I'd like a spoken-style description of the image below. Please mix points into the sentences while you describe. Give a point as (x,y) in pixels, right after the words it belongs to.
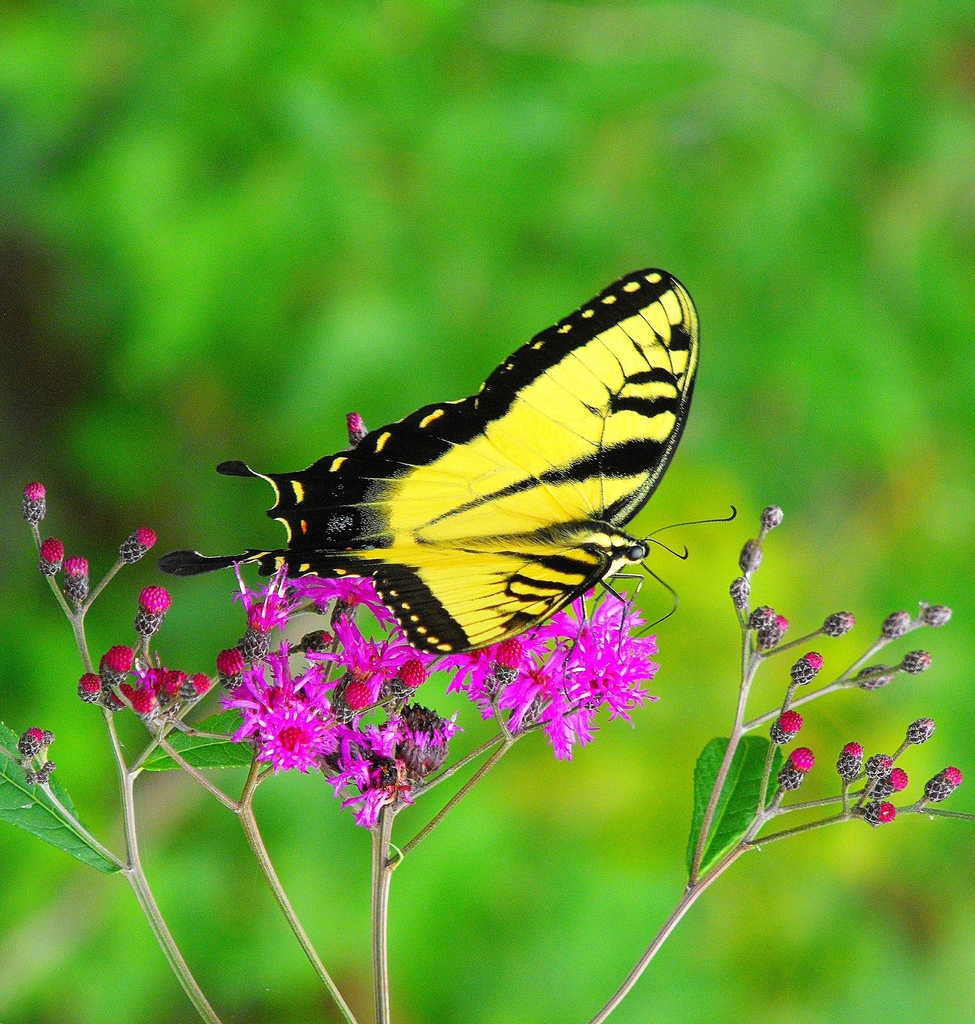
This picture consists of yellow color butterfly (567,433) visible on rose color flower (323,667) and there is a plant (774,613), on the plant (945,789) I can see leaves (716,746) and buds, background (570,57) is too blur.
